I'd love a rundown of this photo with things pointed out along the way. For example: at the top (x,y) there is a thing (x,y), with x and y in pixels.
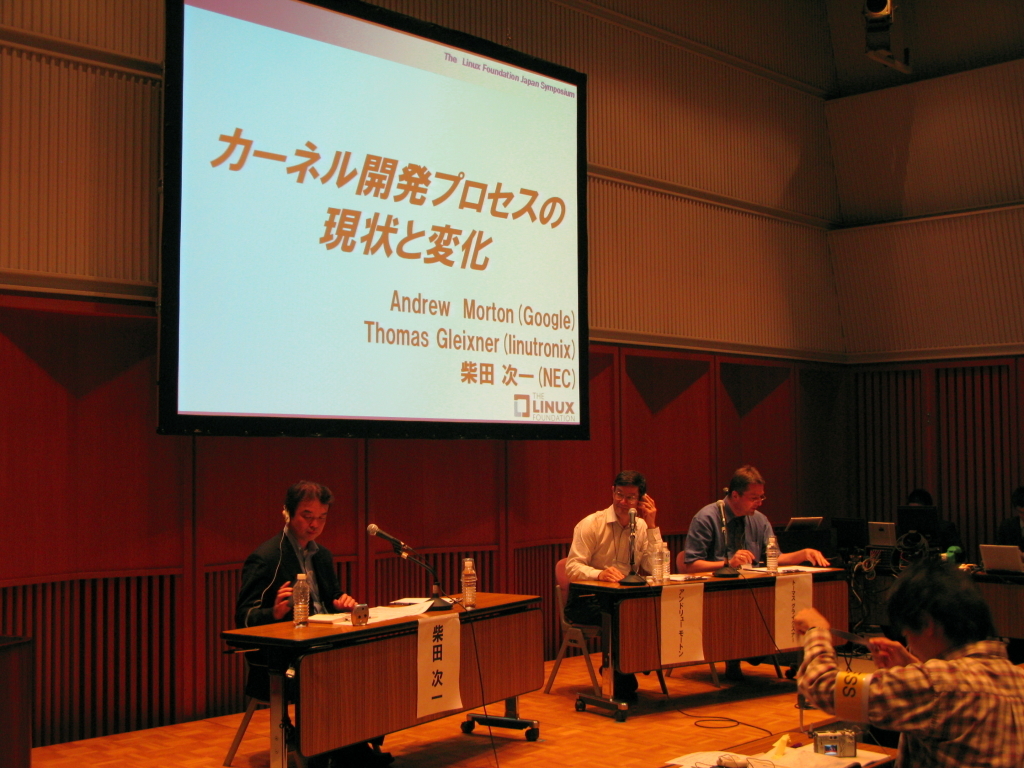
This is an inside view. At the bottom (262,574) there are few people (299,567) sitting on the chairs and there are few tables (482,701) on which microphones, bottles (296,588), papers (392,616) and some other objects (365,624) are placed and also there are few monitors (861,535). At the top of the image (393,155) there is a screen (301,281) attached to the wall (52,247). On the screen (361,294) there is some text (376,325).
